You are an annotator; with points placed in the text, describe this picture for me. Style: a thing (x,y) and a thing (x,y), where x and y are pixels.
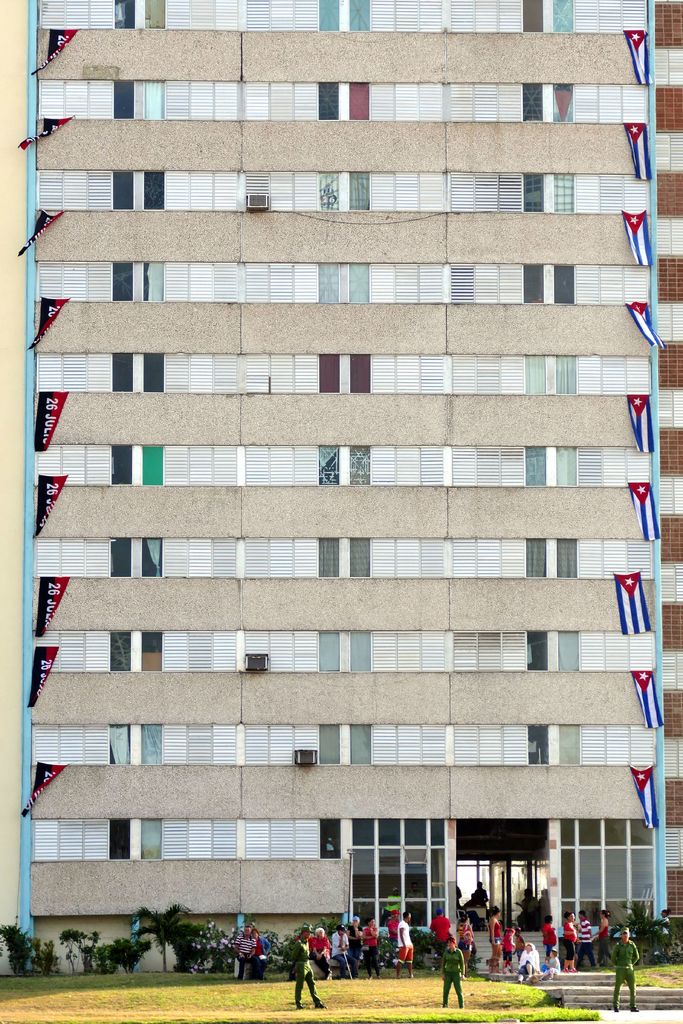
In this image we can see a group of people (448,962) standing on the floor (510,1006), some people (554,964) are sitting, staircase (555,978). In the background (644,914), we can see a group of trees (201,948), building (427,761) with windows (505,657), air conditioners (254,205) and flags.
